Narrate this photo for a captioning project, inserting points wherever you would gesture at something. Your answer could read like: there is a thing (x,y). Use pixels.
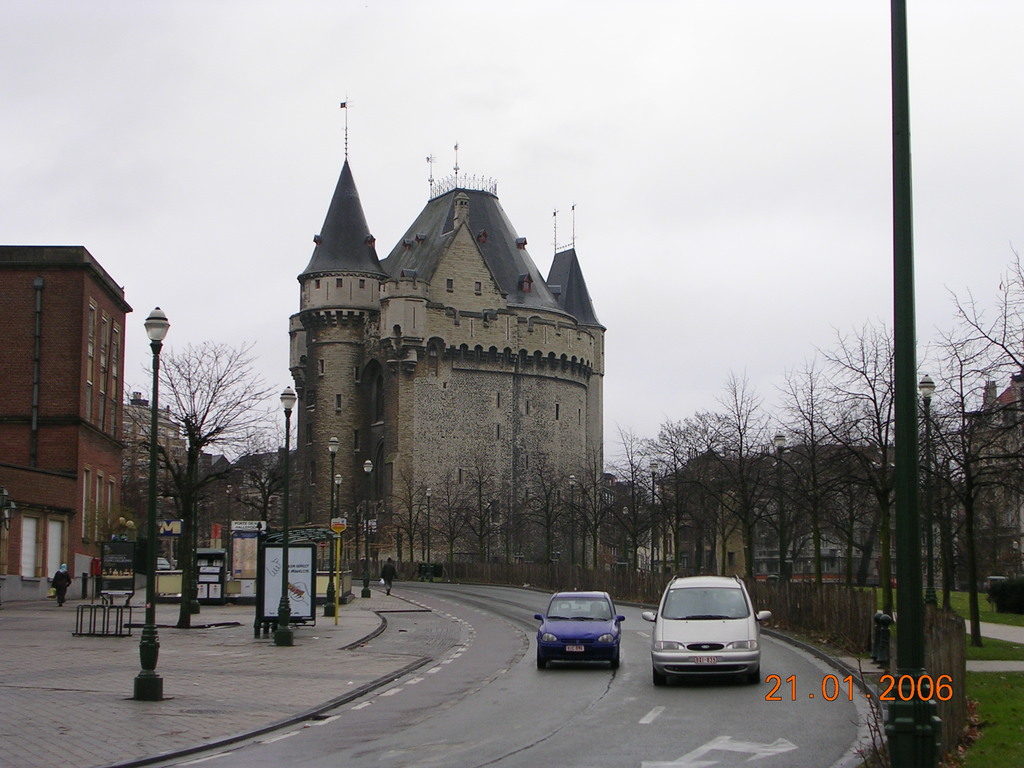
In this image I can see few buildings (95,423), windows (114,362), dry trees (463,488), boards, sign boards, poles (916,585), light poles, few people (54,592), sky (868,167) and few vehicles (700,610) on the road (559,759).
